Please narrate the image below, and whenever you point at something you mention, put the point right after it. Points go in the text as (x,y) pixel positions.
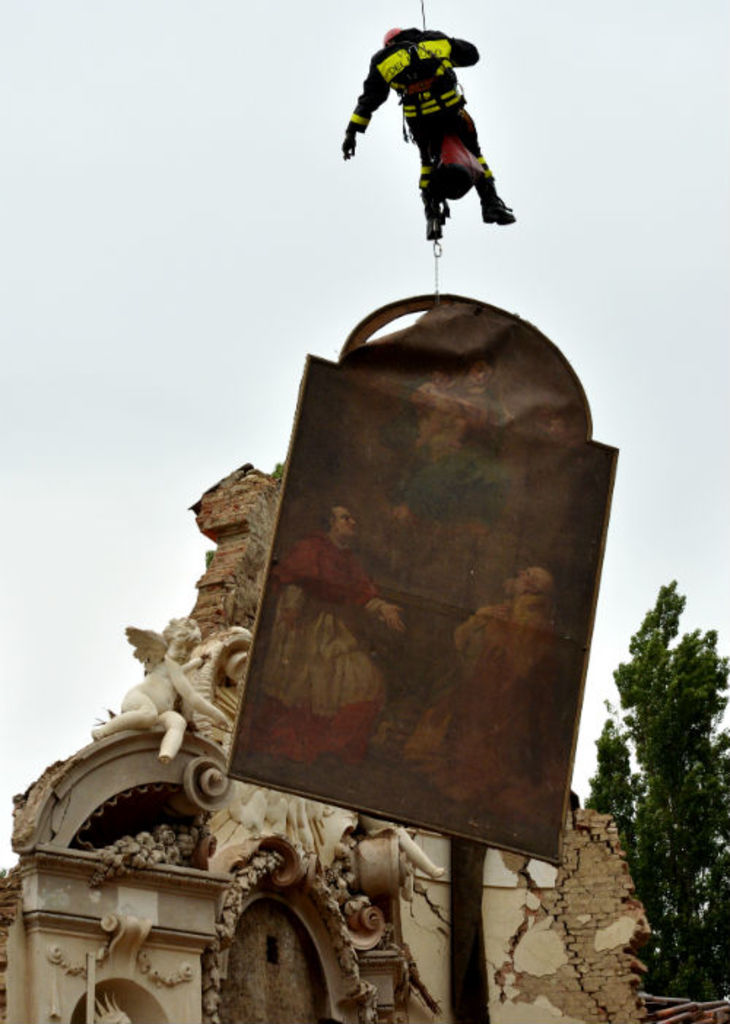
In the middle of the image (428,430) there is a board (455,598) with images (471,641) on it. Above the board (412,329) there is a person (390,69) hanging with the rope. Behind the board (337,742) there is a wall (76,953) with sculptures (249,849) and arch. On the right side of the image (678,826) there is a tree (653,859). In the background (647,519) there is a sky (617,212).
